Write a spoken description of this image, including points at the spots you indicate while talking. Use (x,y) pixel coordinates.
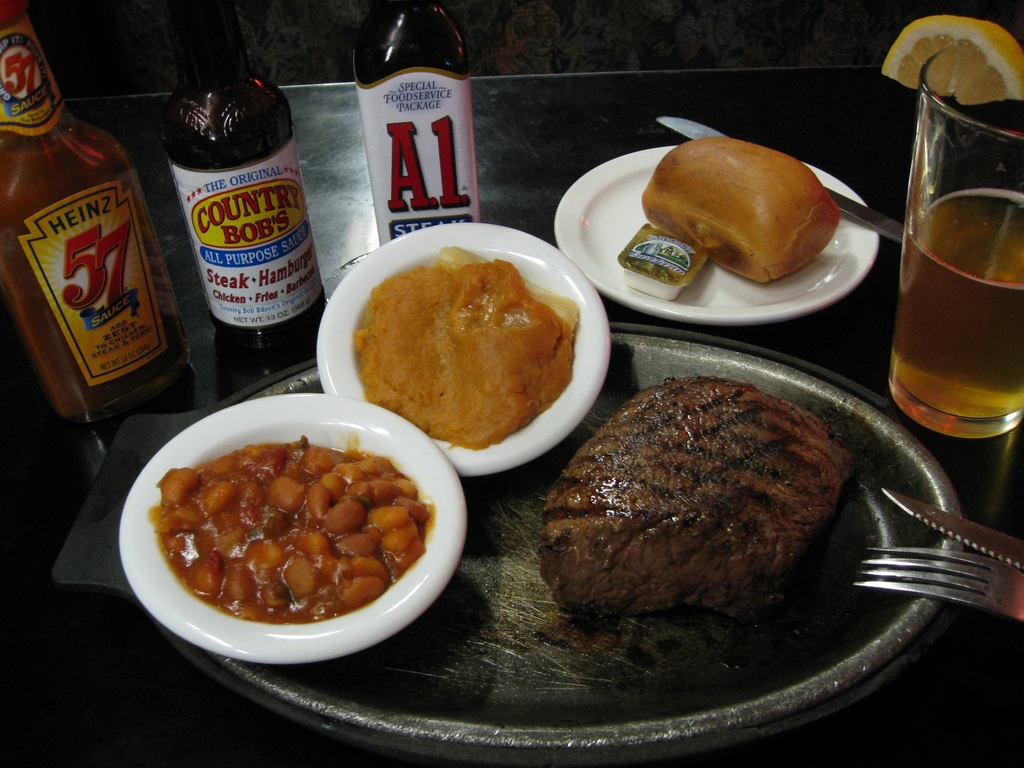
In this image there are food items (585,554) on a plate (842,570). There are bottles (456,147). There is a glass (914,244) with slice of lemon (1017,98) on it. There are knives (1008,549) and a fork (939,567) on the table (646,98). In the background of the image (659,68) there is a wall (645,31).
